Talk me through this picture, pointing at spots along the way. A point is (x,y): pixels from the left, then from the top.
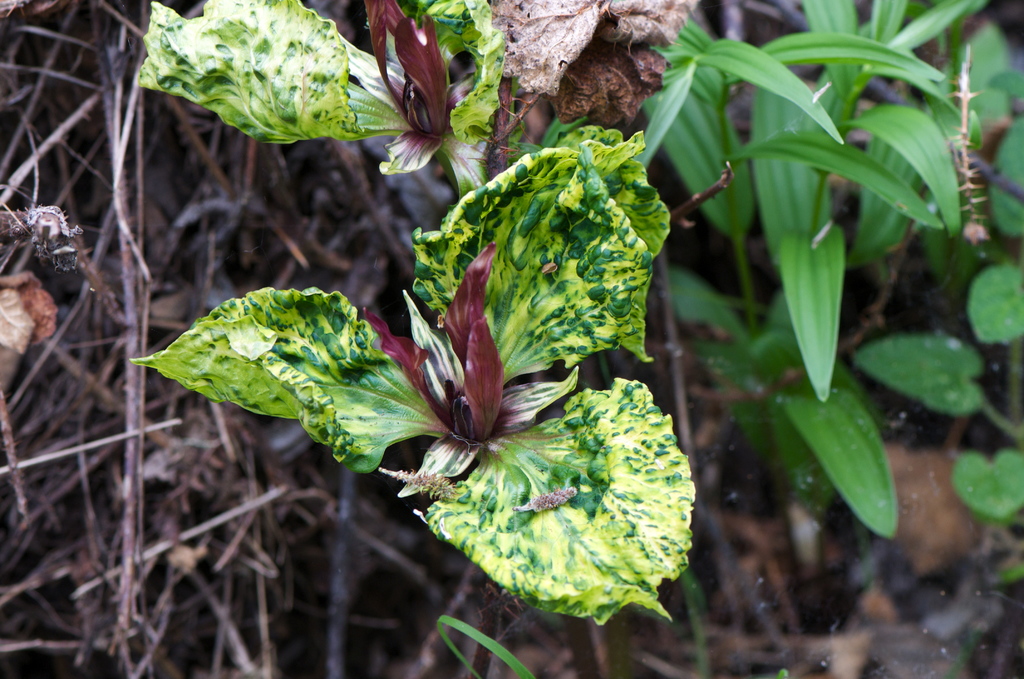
In the picture we can see some dried twigs (505,114) and leaves (524,60) and besides, we can see some plants (493,228) and leaves (506,209) which are green in color.
